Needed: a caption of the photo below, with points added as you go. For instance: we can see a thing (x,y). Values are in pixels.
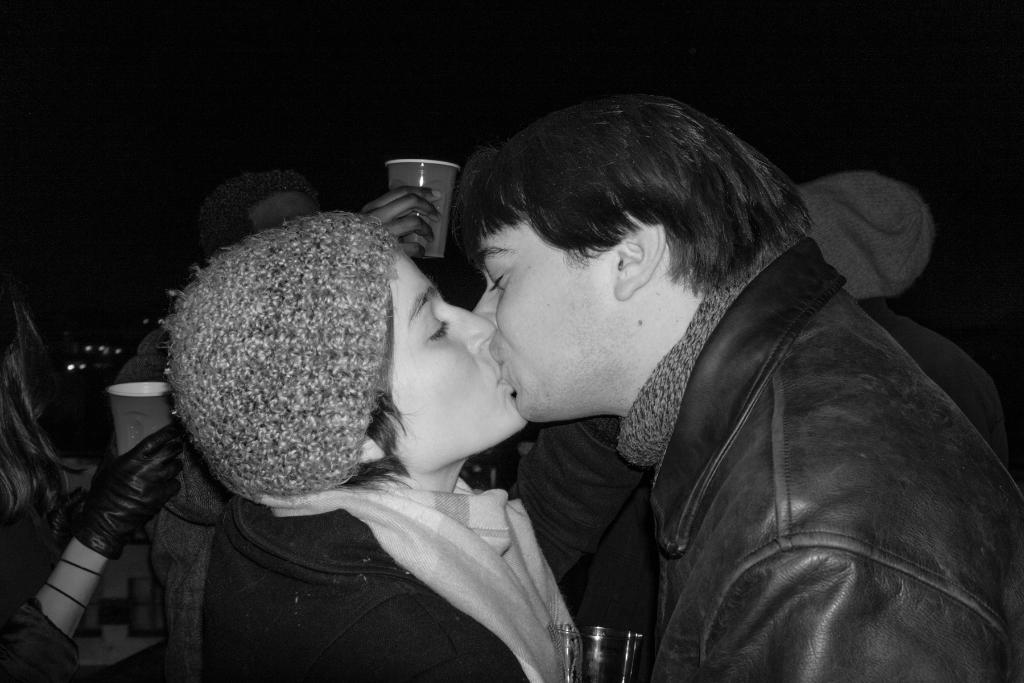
Here a couple (560,485) is kissing, this is glass (423,218), there is black color background (422,79).
